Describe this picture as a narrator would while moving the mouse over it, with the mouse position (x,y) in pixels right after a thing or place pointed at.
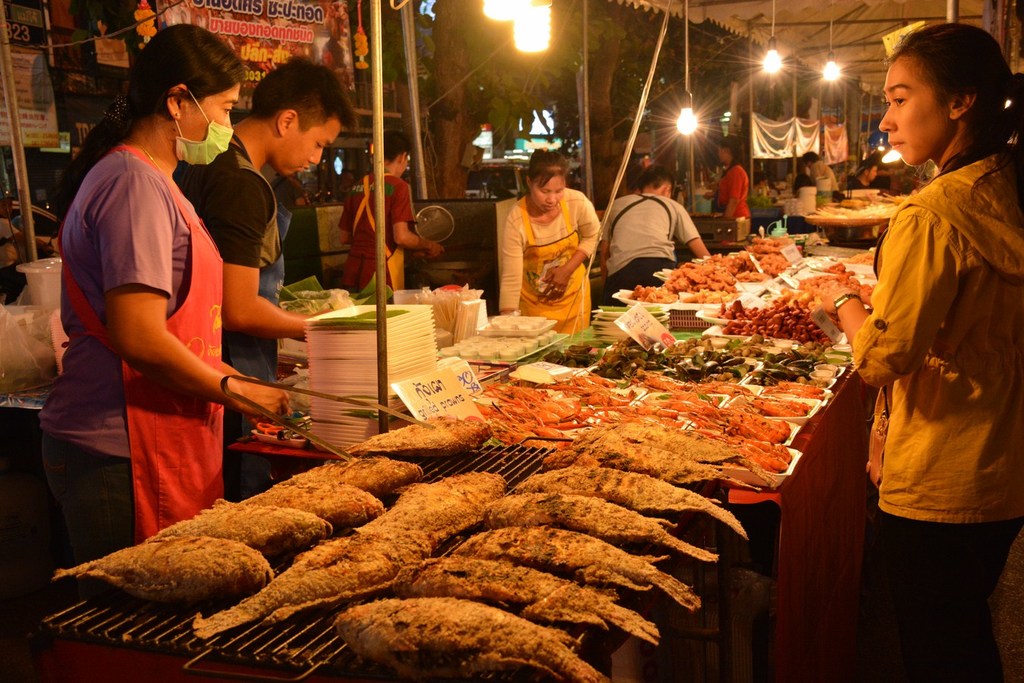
In this image we can see many people (566,239). One lady (179,264) is wearing an apron (204,284) and a mask (184,148). There is a grill (207,603). On that there are fish (421,527). Also there are tables (608,351). On the tables (536,368) there are food items (693,281), plates (395,362), tags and many other things (456,349). And there is a tong (346,402). And there are banners (253,13) and poles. Also there are lights (538,40). In the background (557,68) there are trees (564,84).
